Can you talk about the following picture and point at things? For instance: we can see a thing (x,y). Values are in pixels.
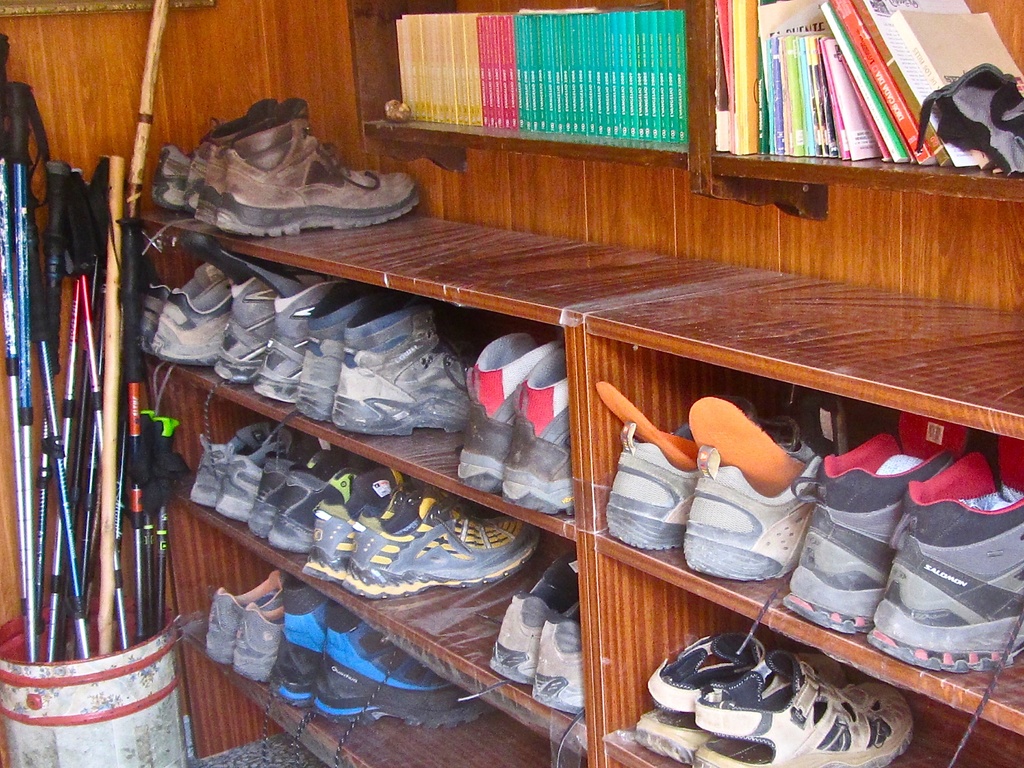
In this picture we can see some racks (608,462), there are some pairs of shoes (575,649) present on the racks (296,419), on the left side (143,708) there is a bucket (128,709), we can see some sticks (64,508) in the bucket (119,690), at the right top (737,128) there are some books (729,104) present on this rack (692,88).
